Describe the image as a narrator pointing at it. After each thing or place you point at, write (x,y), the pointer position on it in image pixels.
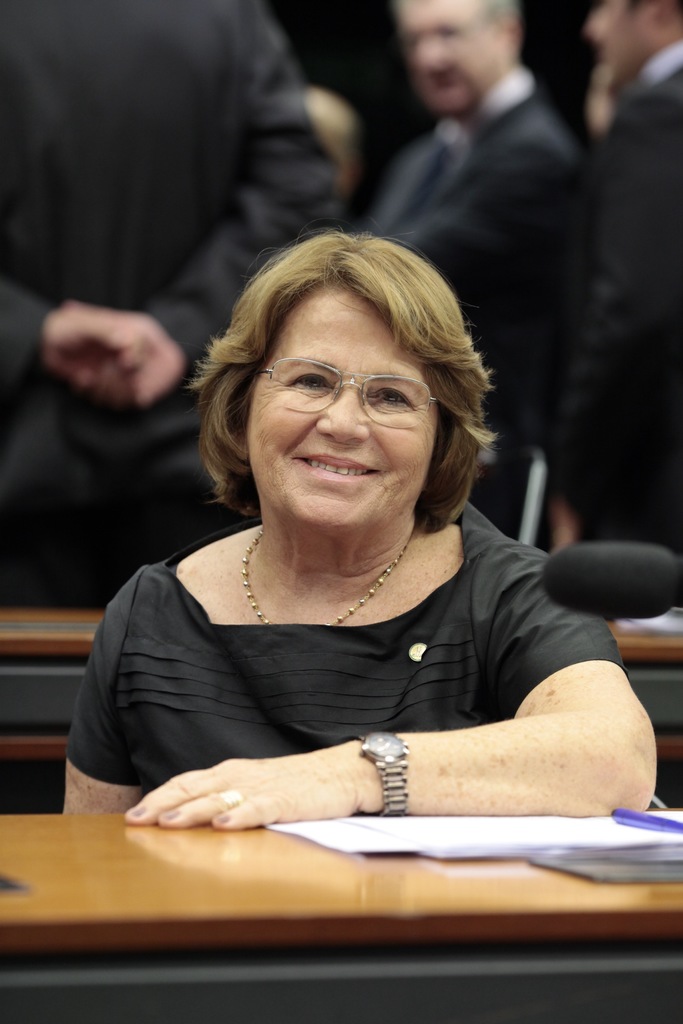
In the image we can see a woman (297,675) wearing clothes (271,688), wrist watch (397,777), finger ring (227,800), neck chain (340,623), spectacle (334,394) and the woman (319,438) is smiling. In front of her there is a table (222,891), on the table (382,871) there are papers (584,858) and an object (632,819) blue in color. Behind her there are many other people (318,156) standing and they are wearing clothes (389,179).
